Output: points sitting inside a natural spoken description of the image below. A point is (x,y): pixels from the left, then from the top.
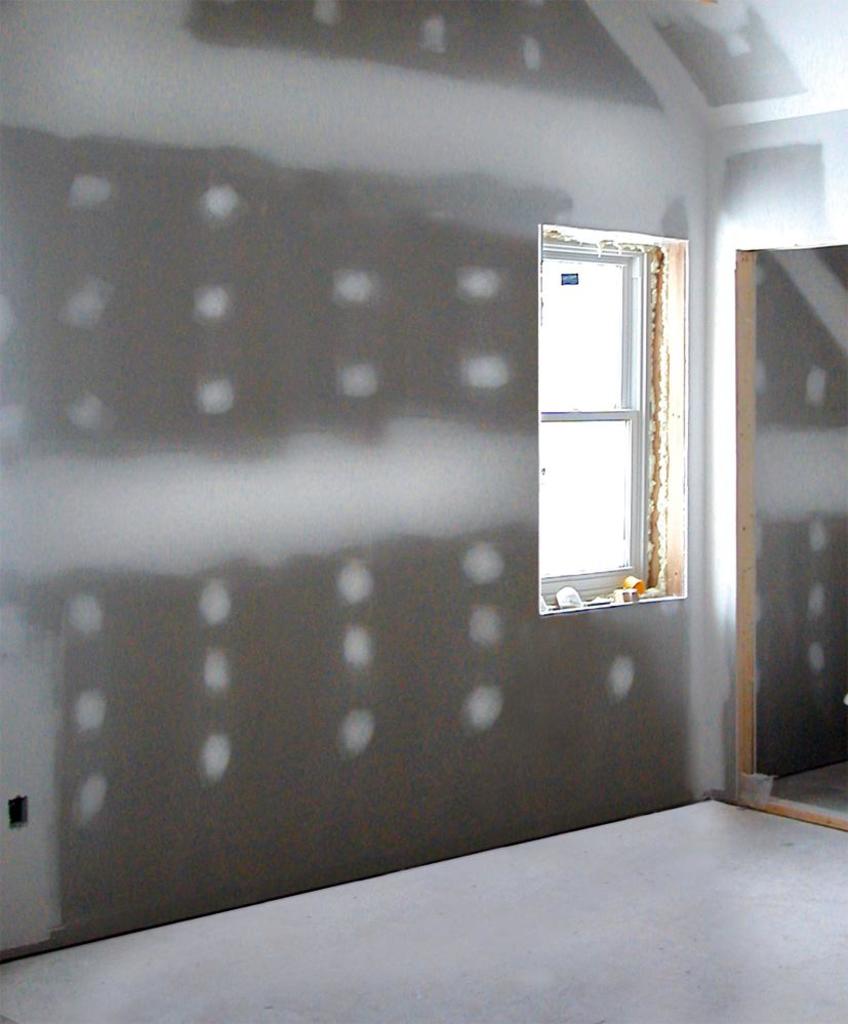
In this image there is a glass window (598,495) on the wall (530,405), beside the window (638,484) there is an entrance (770,411) to another room (793,487).
